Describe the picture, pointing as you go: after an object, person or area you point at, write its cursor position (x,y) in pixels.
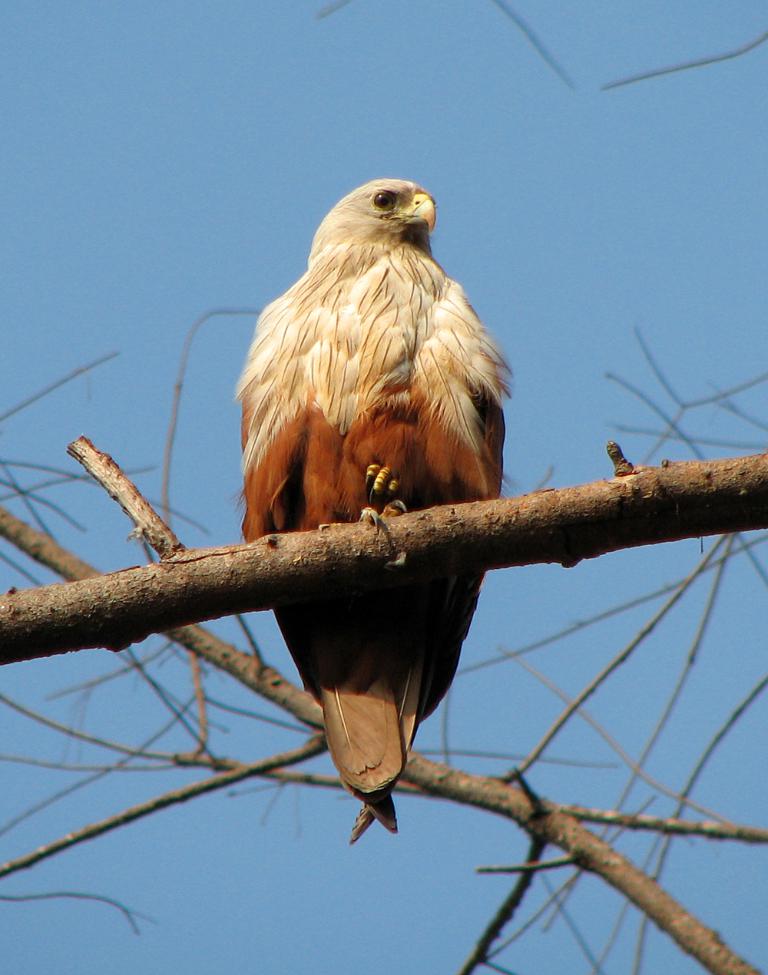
In this image we can see a eagle (314,465) standing on the branch (255,603) of a tree (296,602). In the background (159,136) we can see the sky (309,155).
